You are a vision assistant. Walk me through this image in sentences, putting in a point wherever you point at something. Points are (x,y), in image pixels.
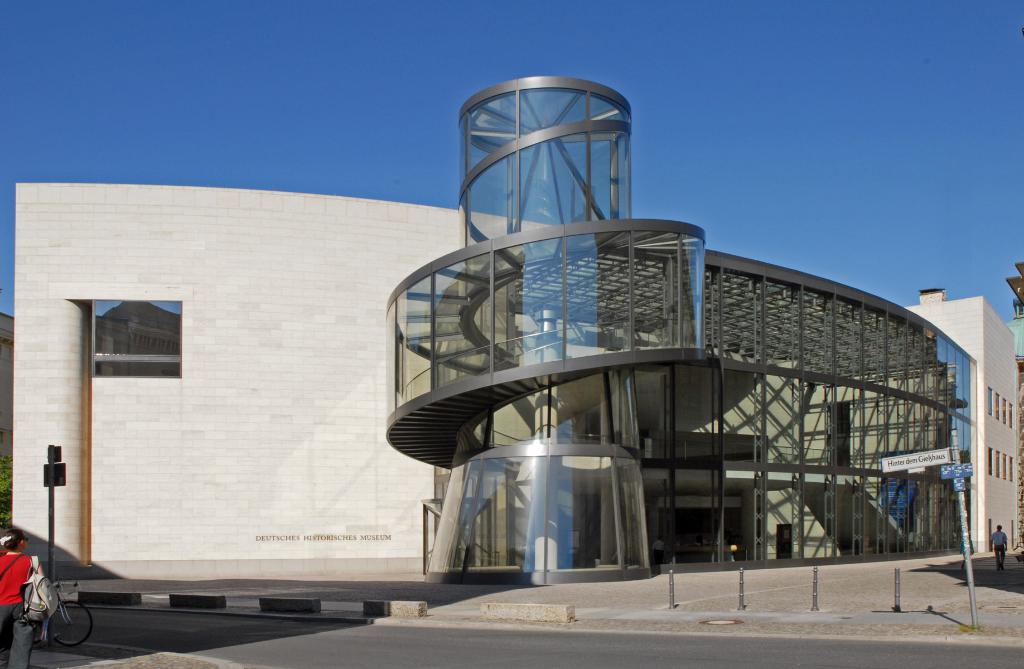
There is a construction (409,295) with a glass (558,344) and metal bars (504,380) all over and there is brick wall (144,228) over here which is white colored bricks (268,292). There is a woman (25,534) standing over here at the left bottom (29,566) and watching this construction (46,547) and it is written as a Museum at the bottom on the wall (246,533).
